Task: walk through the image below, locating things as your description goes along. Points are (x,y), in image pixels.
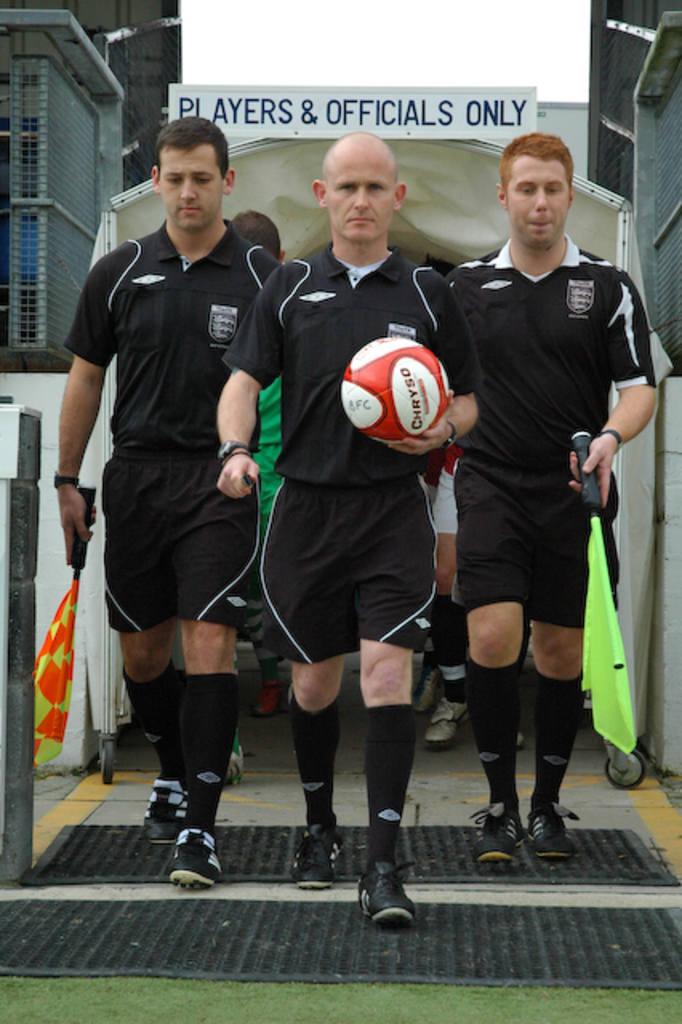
Middle person (382,518) is holding a ball (412,432). Beside this person (345,164) another two people (168,310) are holding objects (599,523). Background (347,7) there are buildings (28,39), board (349,115) and sky (327,80). Left side of the image (132,55) and right side of the image (661,186) we can see grills (24,144).
